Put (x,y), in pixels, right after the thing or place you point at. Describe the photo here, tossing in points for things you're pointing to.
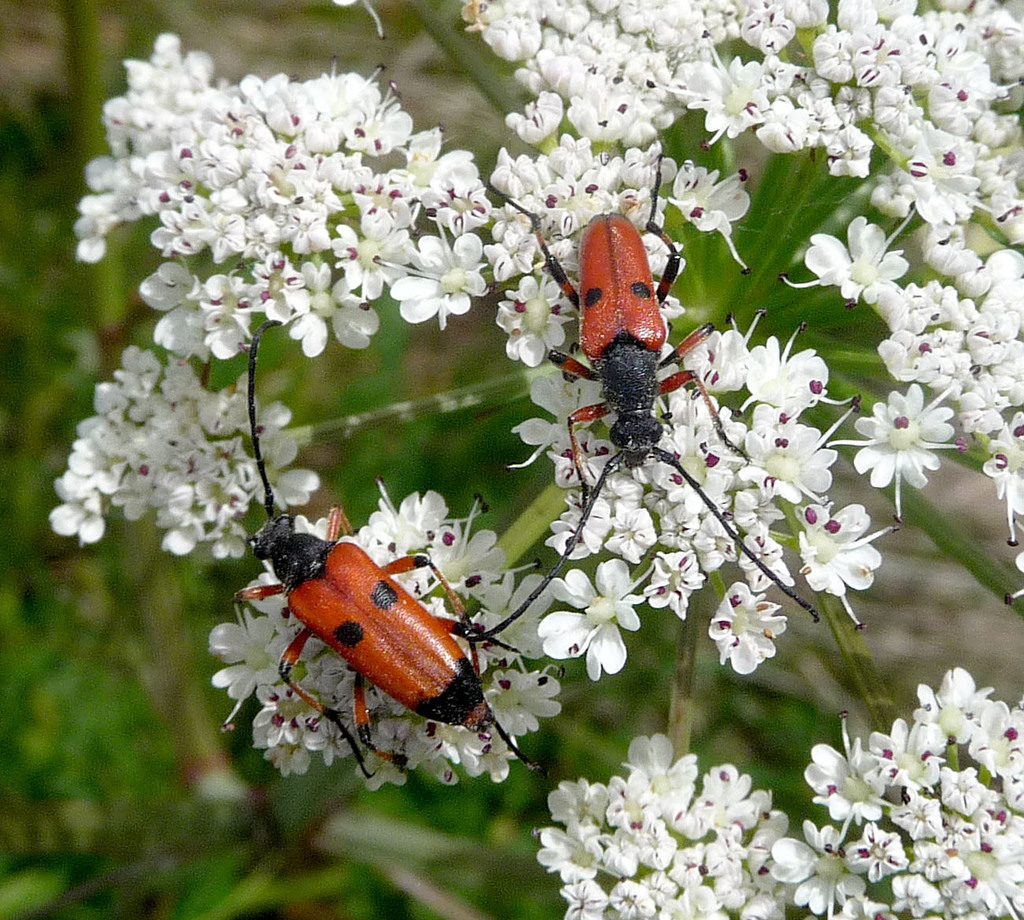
In this picture we can see white color flowers (788,84) in the front (720,129), there are two insects (634,360) on these flowers (677,401), in the background (62,409) there is a plant (62,409), we can see a blurry background (51,383).
